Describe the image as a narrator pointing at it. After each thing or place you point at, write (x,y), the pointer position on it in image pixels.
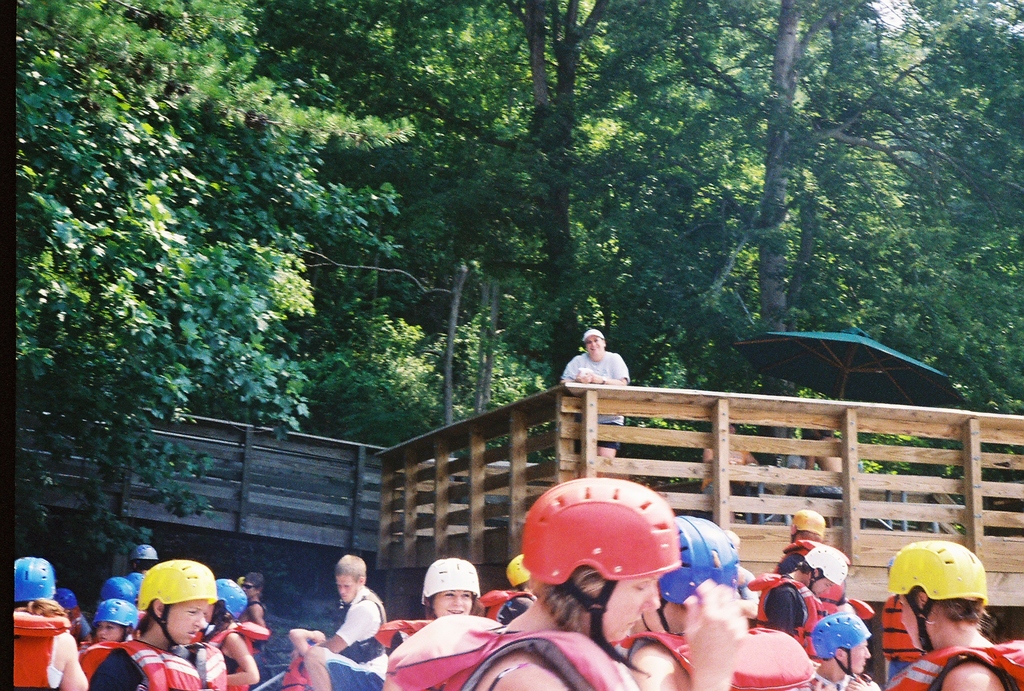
In the picture I can see people (442,584) among them a person (568,373) is standing behind the wooden fence (626,410) and the people (348,638) in front of the image are wearing helmets (682,568) and some other objects (551,638). In the background (482,212) I can see trees (482,212), an umbrella (924,380) and some other objects (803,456).
